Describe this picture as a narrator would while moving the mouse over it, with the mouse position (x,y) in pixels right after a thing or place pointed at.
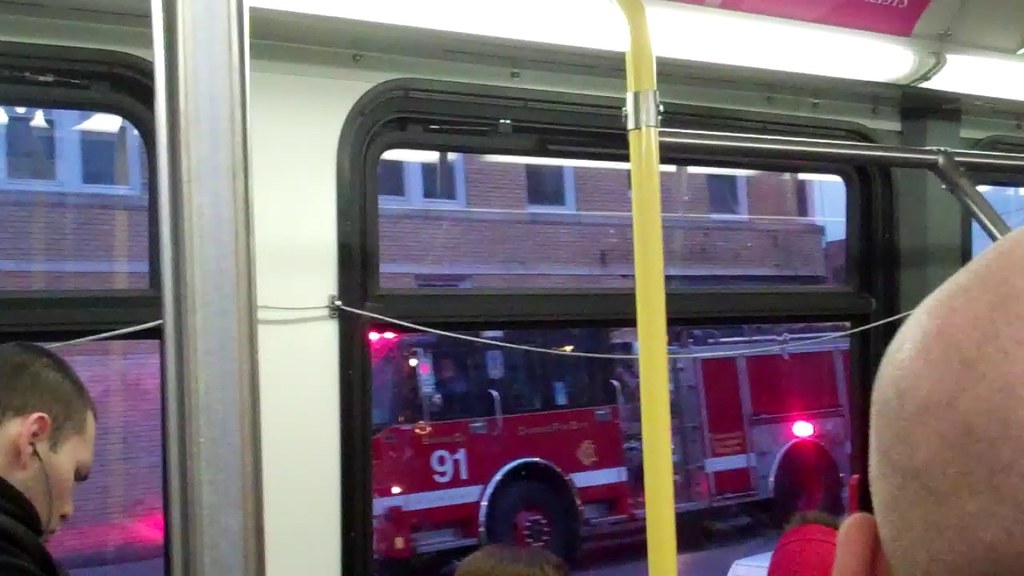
In this picture we can see vehicles (776,385) on the road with some persons (951,416) inside it and in the background (113,233) we can see a building (714,176) with windows (129,189).
